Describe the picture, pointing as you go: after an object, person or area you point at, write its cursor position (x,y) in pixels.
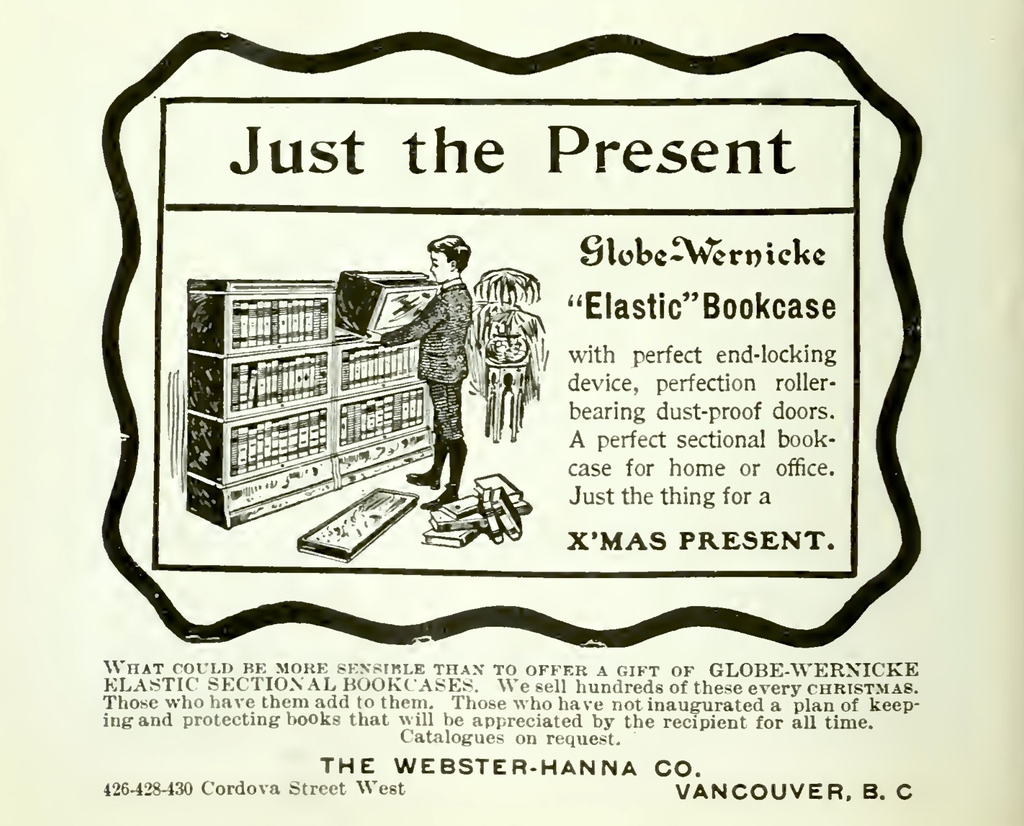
In the image we can see there is a person (436,358) standing and he is holding a box (359,302) in his hand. There is a matter (747,466) on the paper (740,568) and the image is in black and white colour.
